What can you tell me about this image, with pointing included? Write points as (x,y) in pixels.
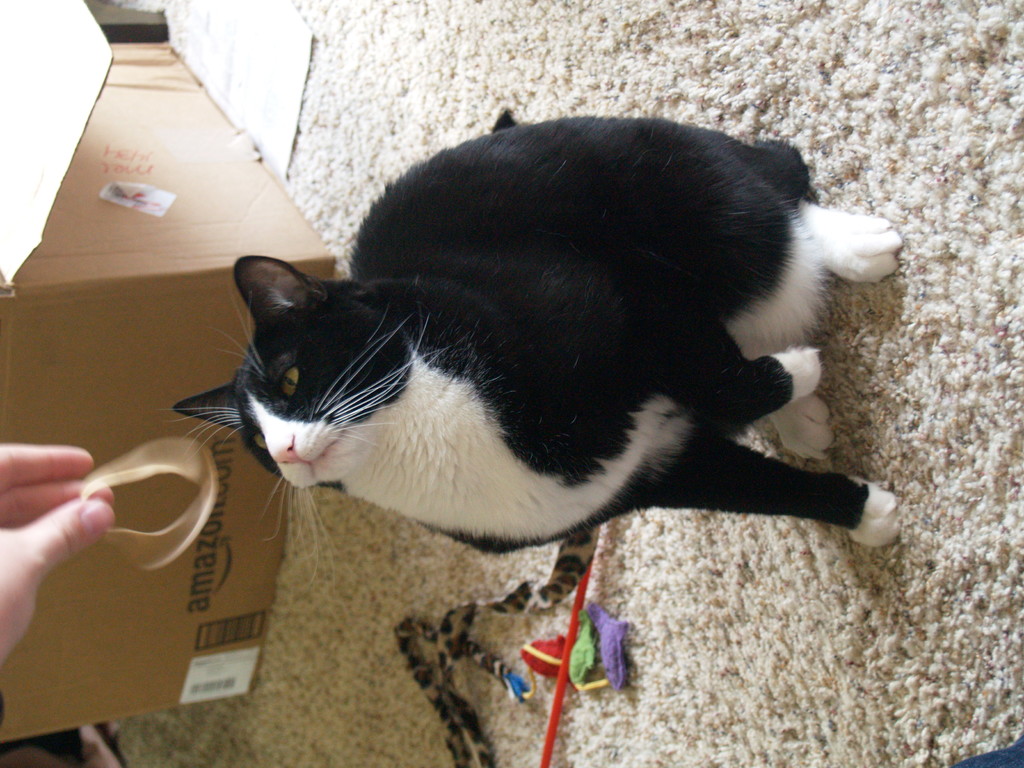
In this image on the floor (706,637) there is a carpet (708,654), ribbon (446,669), carton (181,249). A cat (563,484) is sitting on the floor (300,495). In the left (211,498) we can see a hand (69,515) holding a ribbon (176,459).
